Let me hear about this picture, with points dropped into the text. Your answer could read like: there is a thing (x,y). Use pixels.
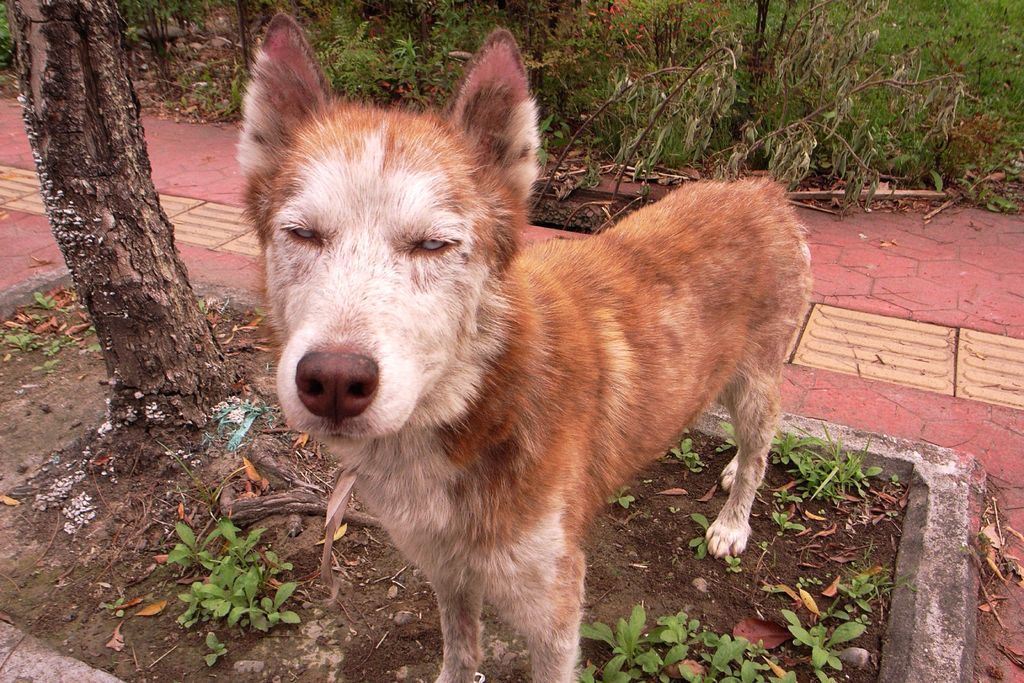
In this image I can see the dog (560,441) in cream and brown color. Background (664,3) I can see few plants (665,38) in green color and I can see few flowers (624,29) in red color.
